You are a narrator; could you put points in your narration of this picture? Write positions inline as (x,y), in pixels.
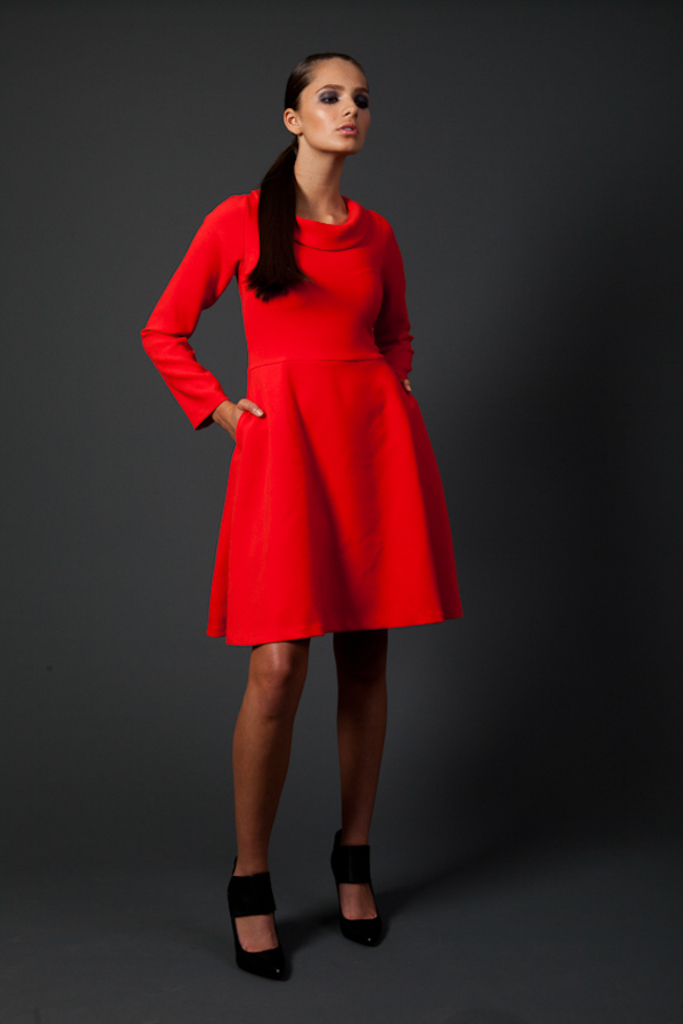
In the picture we can see a woman (252,708) standing with a heels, which are black in color and she is wearing a red dress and keeping her hands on the hip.
